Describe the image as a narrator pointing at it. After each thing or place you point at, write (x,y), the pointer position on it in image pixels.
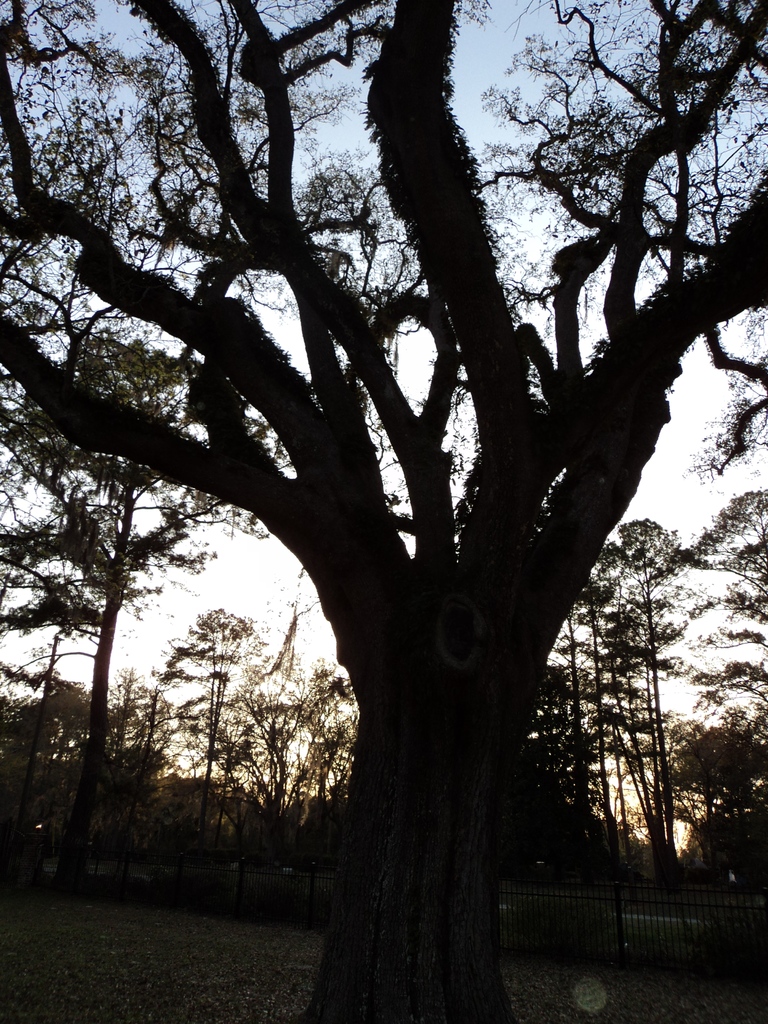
In this image we can see a group of trees (501,679), fence (621,912) and in the background (239,566) we can see the sky (249,560).
